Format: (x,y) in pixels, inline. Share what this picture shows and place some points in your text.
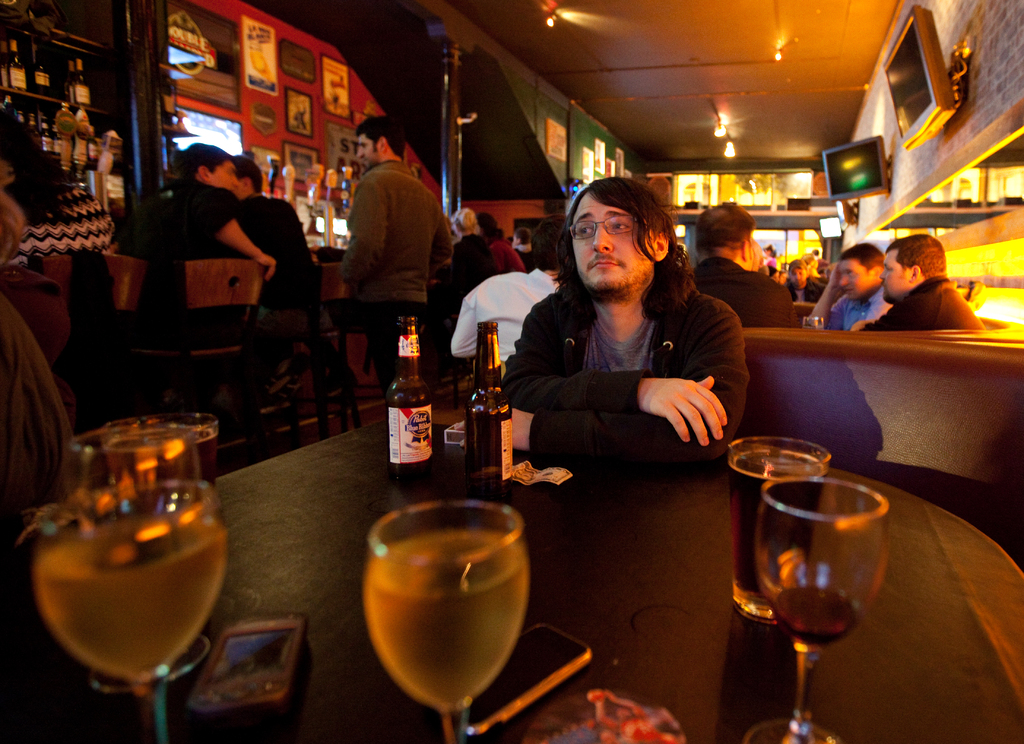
In this image there are a group of persons (528,294) sitting, there is a man (394,229) standing, there are chairs (313,305), there is a table (596,576) towards the bottom of the image (419,554), there are objects (797,530) on the table (285,506), there is a shelf (111,105) towards the left of the image (70,97), there are objects (39,80) in the shelf (49,96), there is a wall (356,119), there are objects (298,163) on the wall (285,101), there are televisions (912,63) on the wall (894,123), there is roof (719,46) towards the top of the image (707,54), there are lights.
